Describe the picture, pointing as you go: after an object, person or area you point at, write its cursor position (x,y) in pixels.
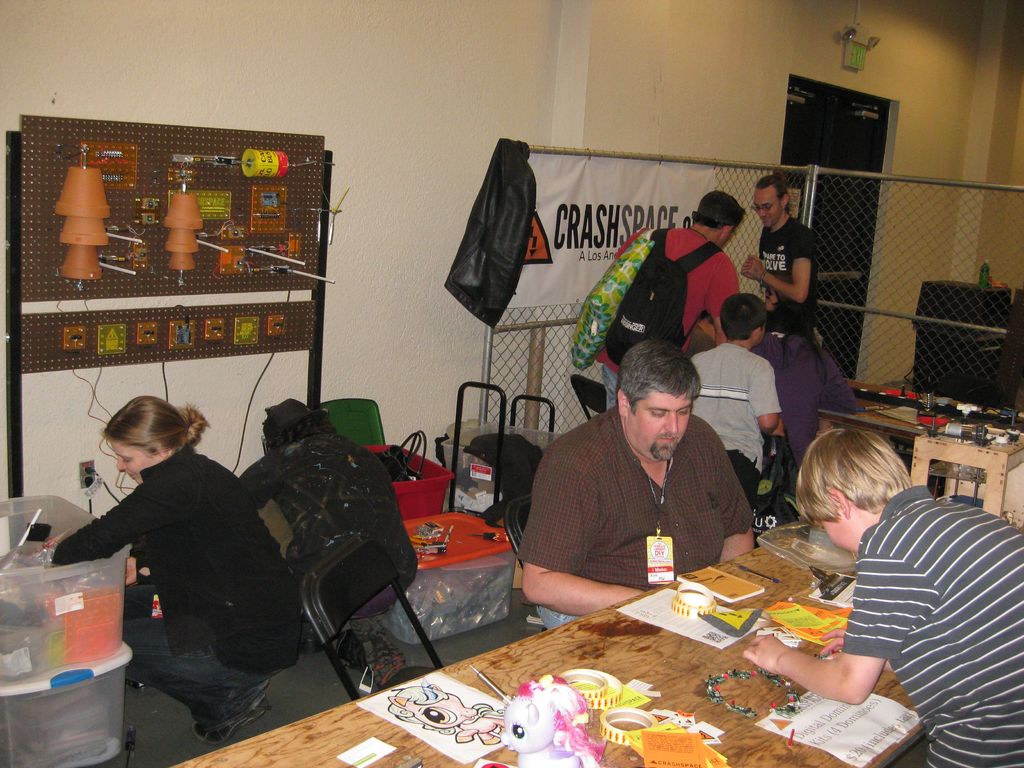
This is an image clicked inside the room (227,580). On the bottom of the image (634,674) there is a table (638,674) on that few papers (681,623) and toys (588,718) are there. In the background (418,109) there is a wall (436,110). On the left side (162,170) there is a board (137,233). In this image there is a woman (205,595) sitting in front of the boxes (29,571).
